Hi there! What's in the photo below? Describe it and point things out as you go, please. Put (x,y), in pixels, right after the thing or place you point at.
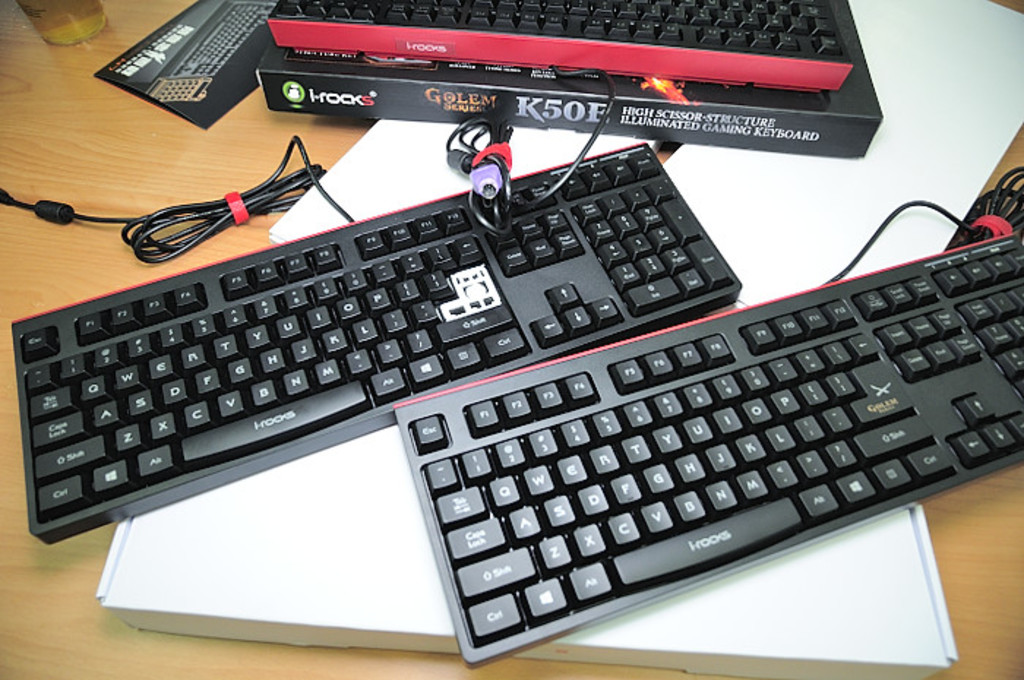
In this image we can see some keyboards (773,399), boxes (394,463), wires (482,231), a paper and a glass (52,28) which are placed on the table (82,231).
